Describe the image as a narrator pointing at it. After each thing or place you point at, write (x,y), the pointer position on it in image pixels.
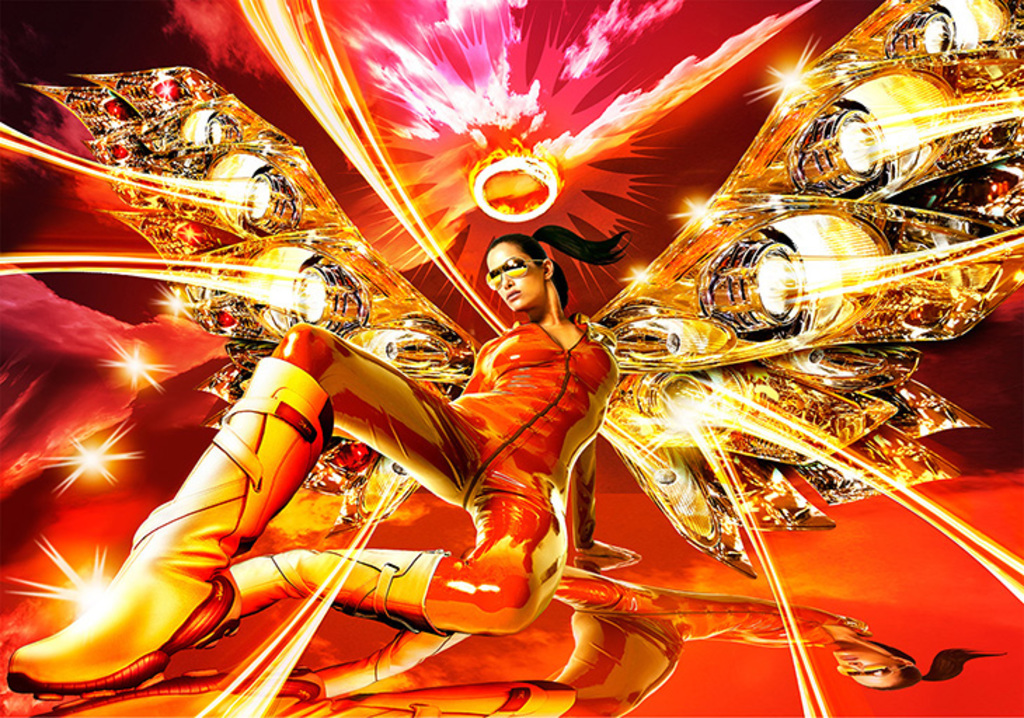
This picture describes about an animation image, in this we can find a woman (466,422).
